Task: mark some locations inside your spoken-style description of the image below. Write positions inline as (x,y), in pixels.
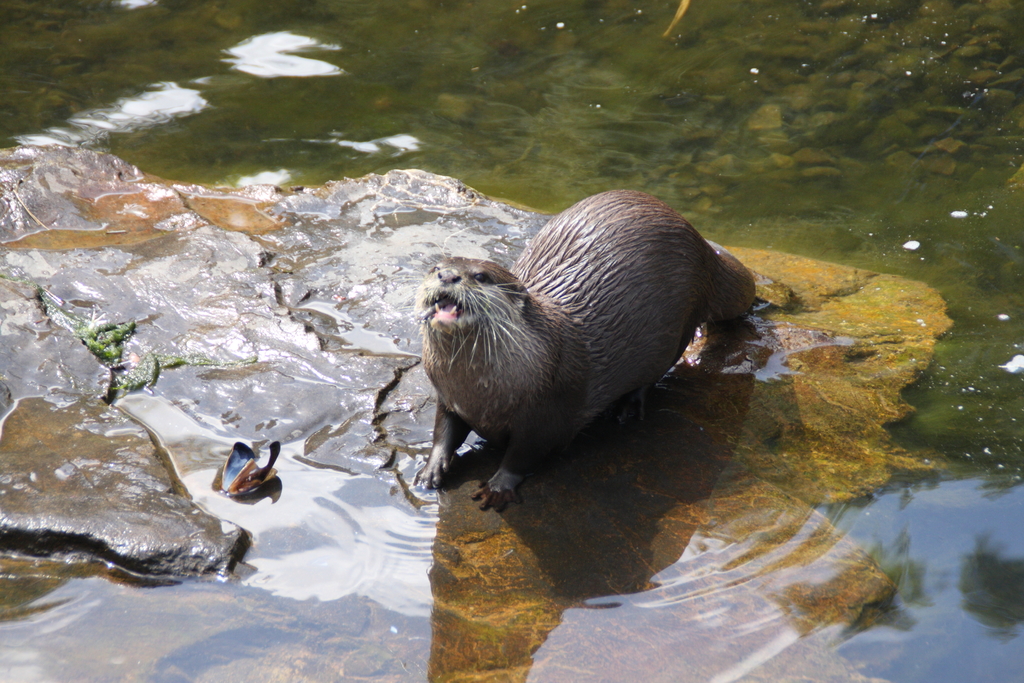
In the picture there is an otter (536,269) on a rock (94,170) and around the otter (573,303) there is a lot of water (783,6).
